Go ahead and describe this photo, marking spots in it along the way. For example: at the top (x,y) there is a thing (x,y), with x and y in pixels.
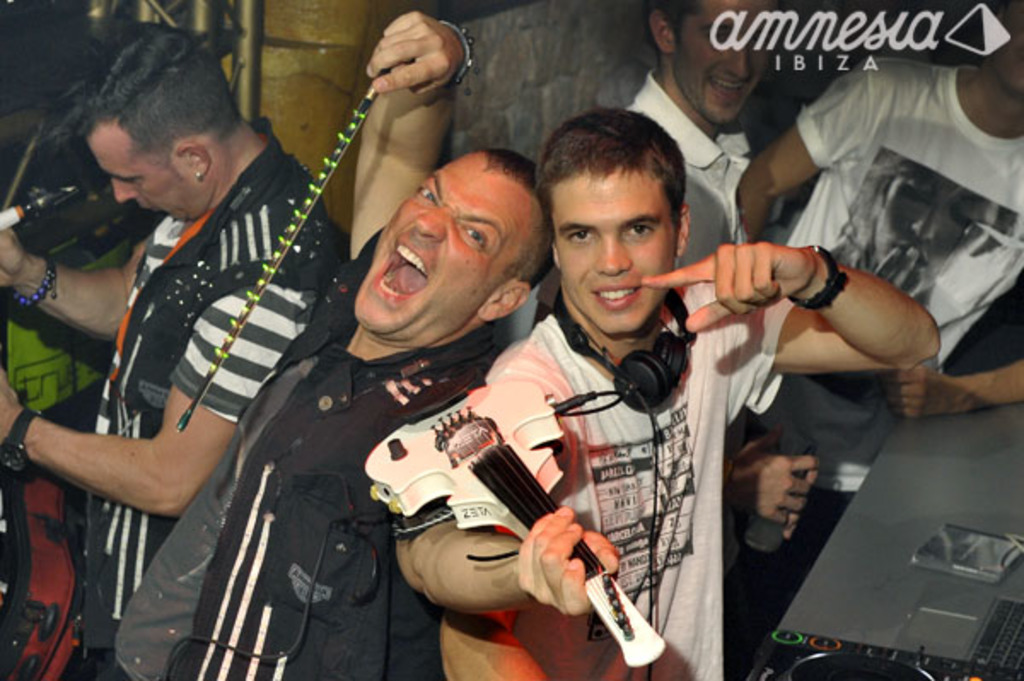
In this image i can see few people (385,401) standing, a person (383,397) is holding violin (397,456) in his hand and a person (61,449) on the left corner (66,431) is wearing a watch (2,465).
